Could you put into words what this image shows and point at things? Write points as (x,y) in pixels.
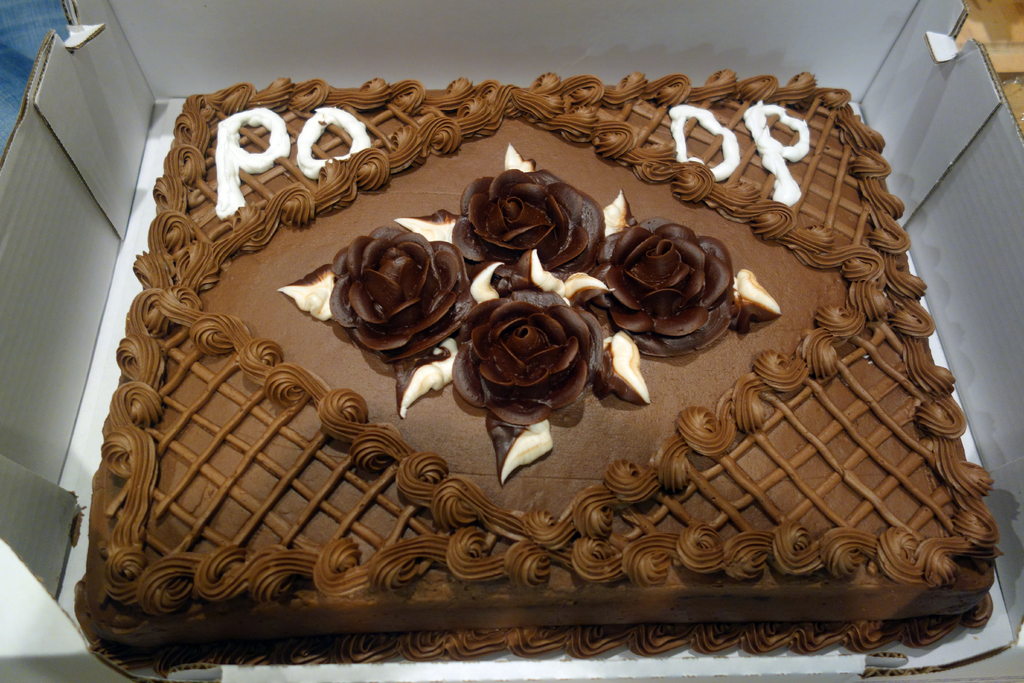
In this image we can see a cake (949,519). On the cake (238,195) we can see the text (791,183). The cake (439,230) is placed in a box (87,194).
